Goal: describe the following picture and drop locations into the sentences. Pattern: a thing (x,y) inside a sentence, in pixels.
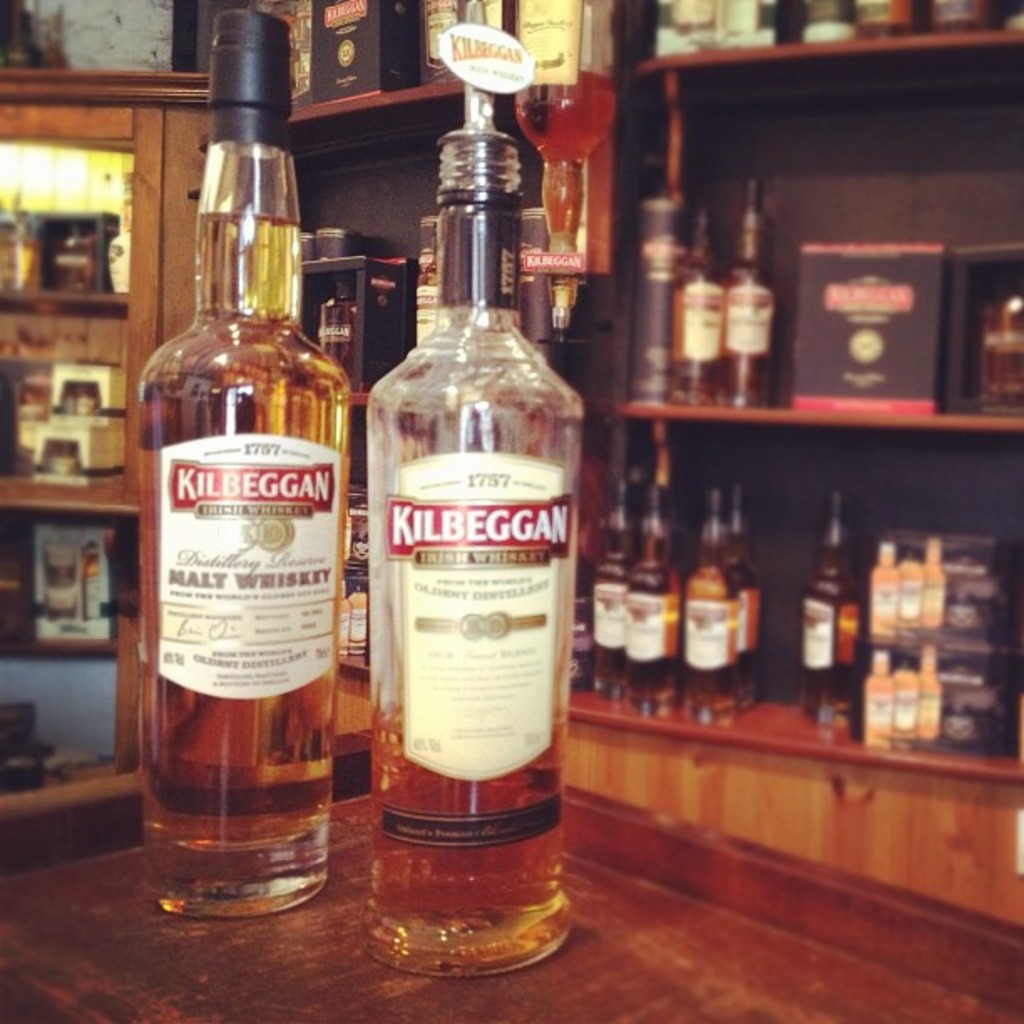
On the table (159,949) there are two bottles (286,532) with the label (311,577) on it. In the background (722,335) there are cupboards (93,646) with many bottles (696,357).
